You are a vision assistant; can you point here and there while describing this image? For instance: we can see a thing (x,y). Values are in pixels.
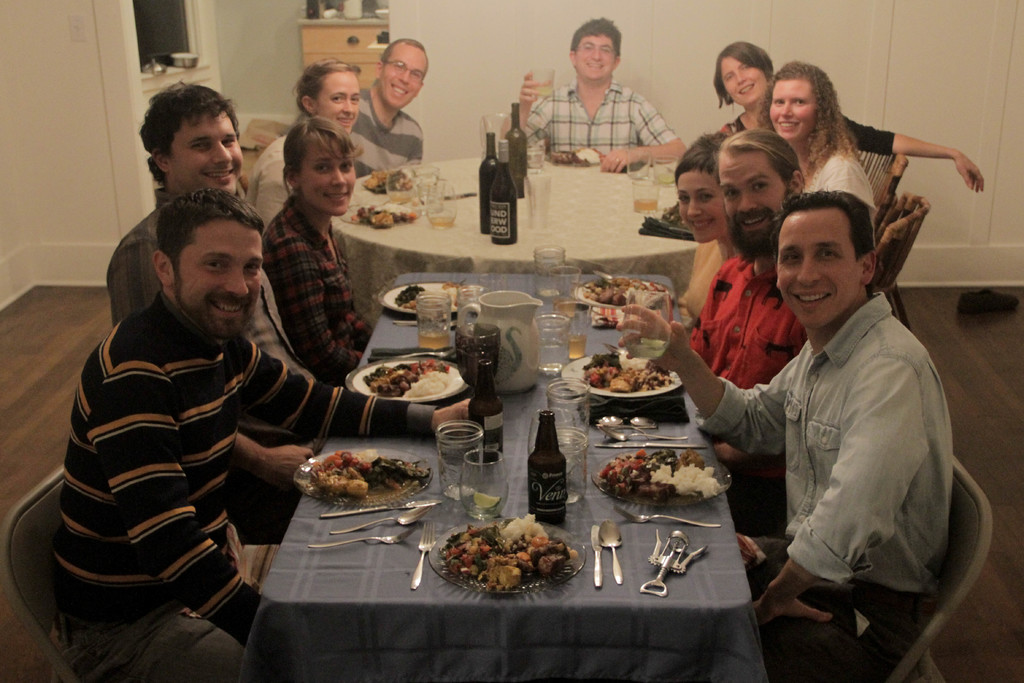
In this picture we can see glasses (498,473), bottles (556,441), a jug (512,367), some food items (564,162) in the plates (421,360), spoons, forks (425,550) and other objects (389,507) on the tables (387,574). We can see a few people (214,444) sitting on the chairs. There are some objects (147,66) visible on a shelf (185,77). We can see other objects (379,4) on a desk (349,44). There are other objects (361,8).
